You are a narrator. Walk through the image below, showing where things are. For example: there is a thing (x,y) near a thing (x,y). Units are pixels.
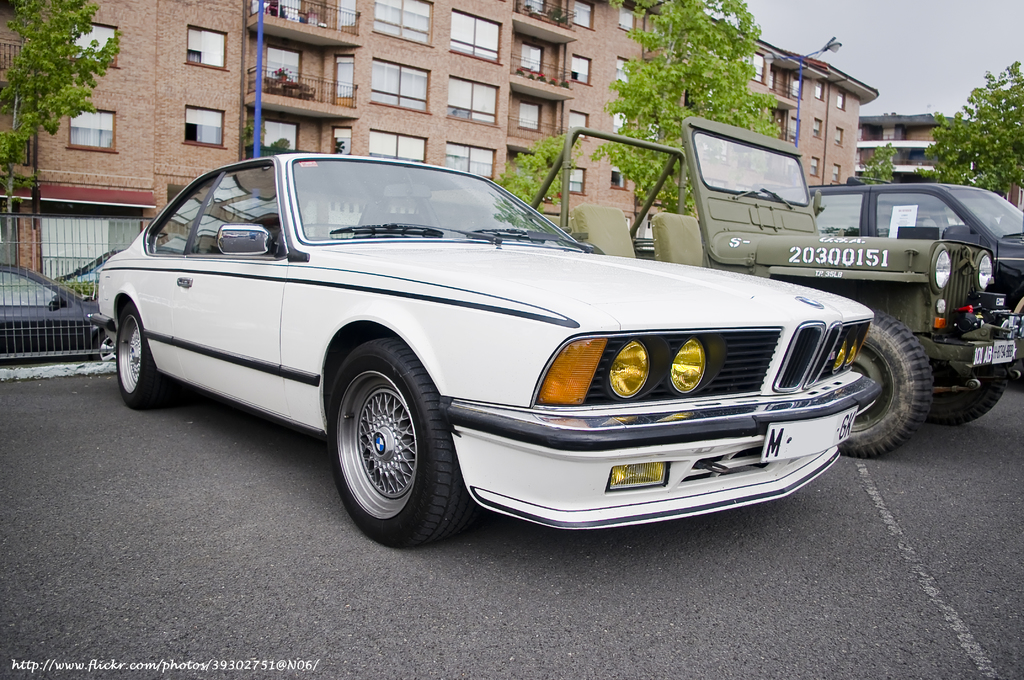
In this image there are few vehicles (469,301) parked in the foreground (402,335). In the background (304,35) there are buildings (559,79), trees (958,140). there are few other vehicles (32,284) in front of the buildings (30,239). There is a boundary (115,220) over here. The sky (879,53) is cloudy.
